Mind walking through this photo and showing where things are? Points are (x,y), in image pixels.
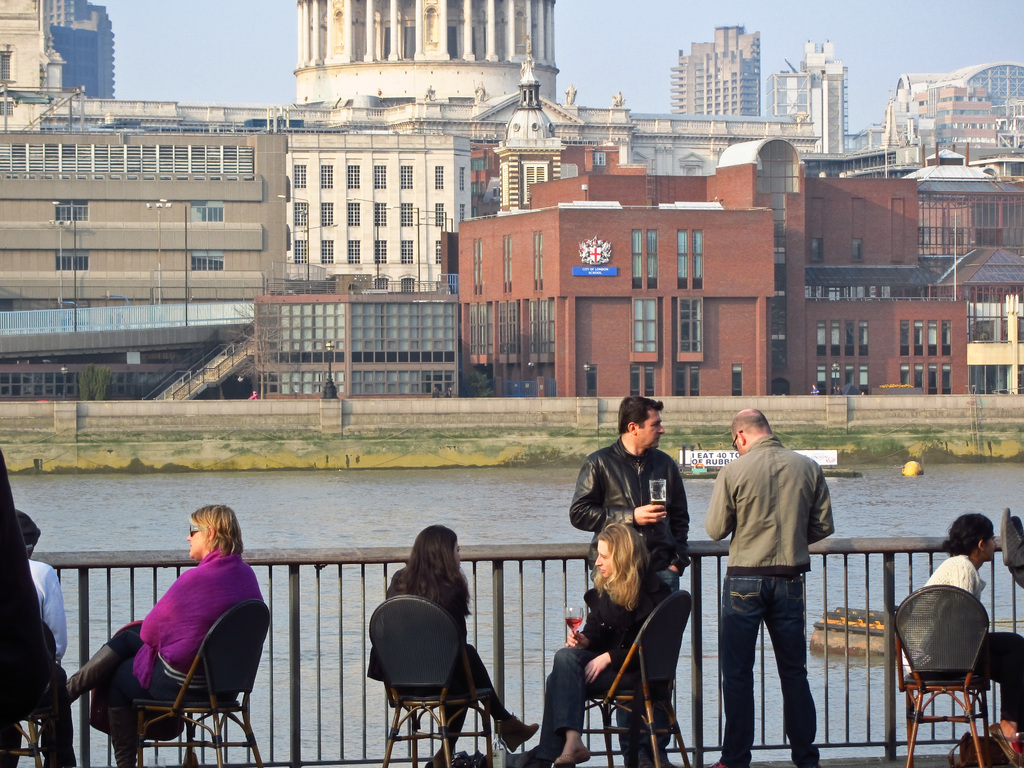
In this image, There are some people (571,669) sitting on the chairs (398,634), and there are two mans (669,556) standing and a man (656,532) is holding a glass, There is a river (561,508) in which water (254,522) is flowing and in the background (106,433) there is a wall (388,412) and a house (713,272) of brown color, and there is a sky (693,28) in blue color.
